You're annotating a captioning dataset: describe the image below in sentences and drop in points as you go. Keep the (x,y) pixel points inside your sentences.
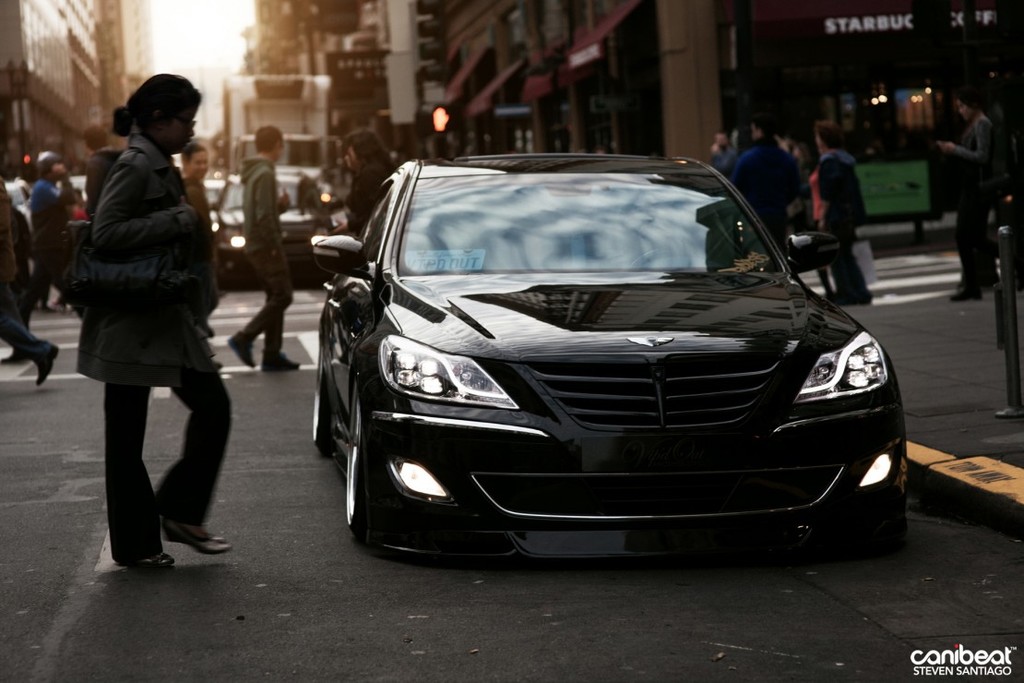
In this picture we can see some people (202,180) are walking, there is a black color car (696,376) in the front (614,414), in the background (559,49) we can see buildings (272,35) and vehicles (291,183), there is some text (963,656) at the right bottom (951,664), we can see the sky (190,17) at the top of the picture (199,17).
